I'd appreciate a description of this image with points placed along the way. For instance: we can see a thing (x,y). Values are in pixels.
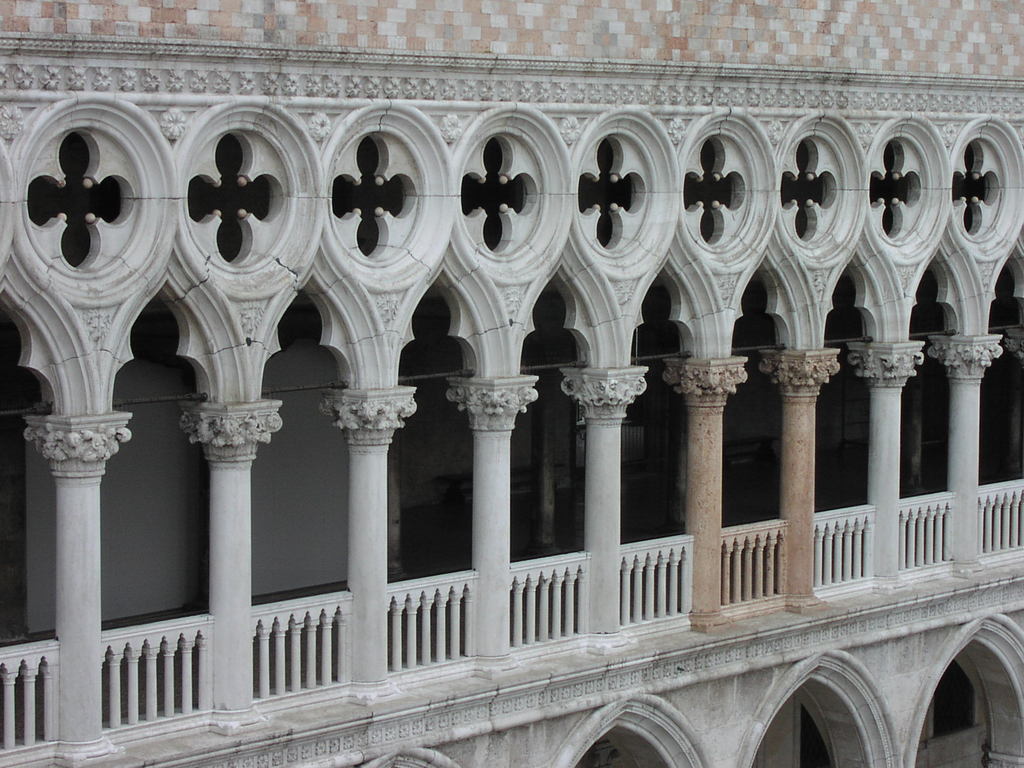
In this image I can see a building (461,480) which is ash, brown and white in color. I can see few pillars (506,475) and the railing (588,555).
